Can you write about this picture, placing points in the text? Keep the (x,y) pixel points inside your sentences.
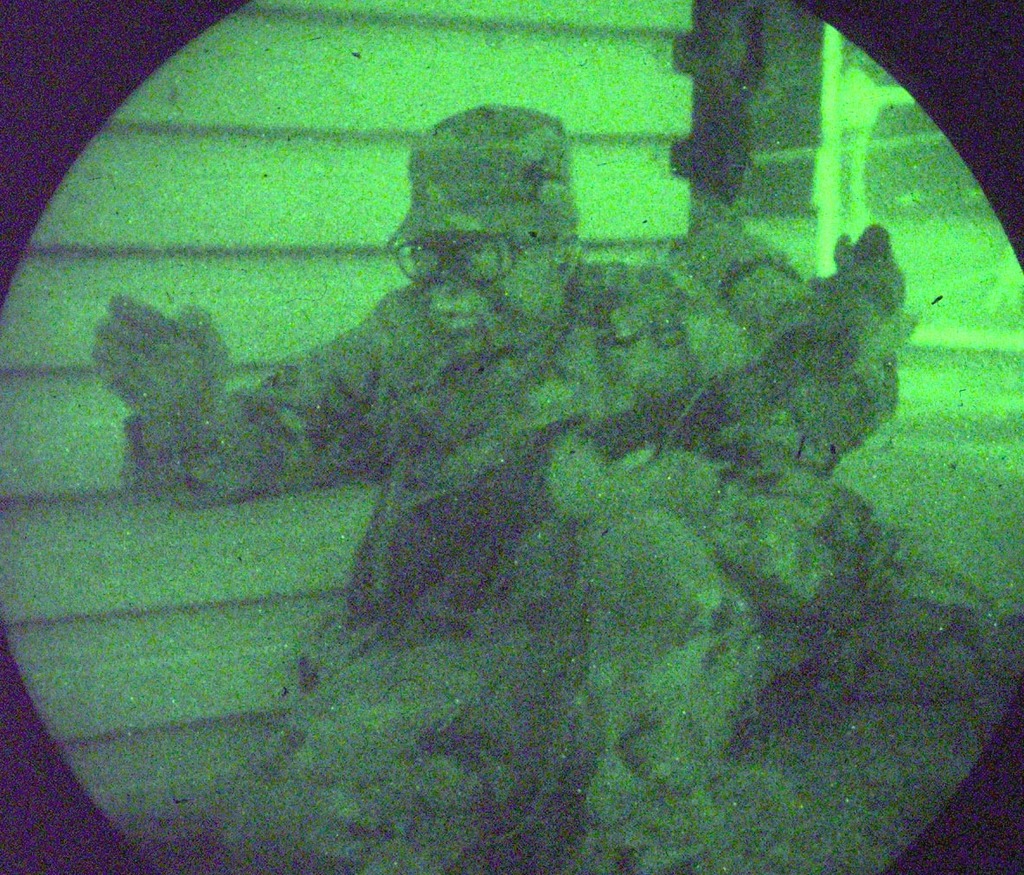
In this image, we can see a person (498,451) and the wall (242,97).
